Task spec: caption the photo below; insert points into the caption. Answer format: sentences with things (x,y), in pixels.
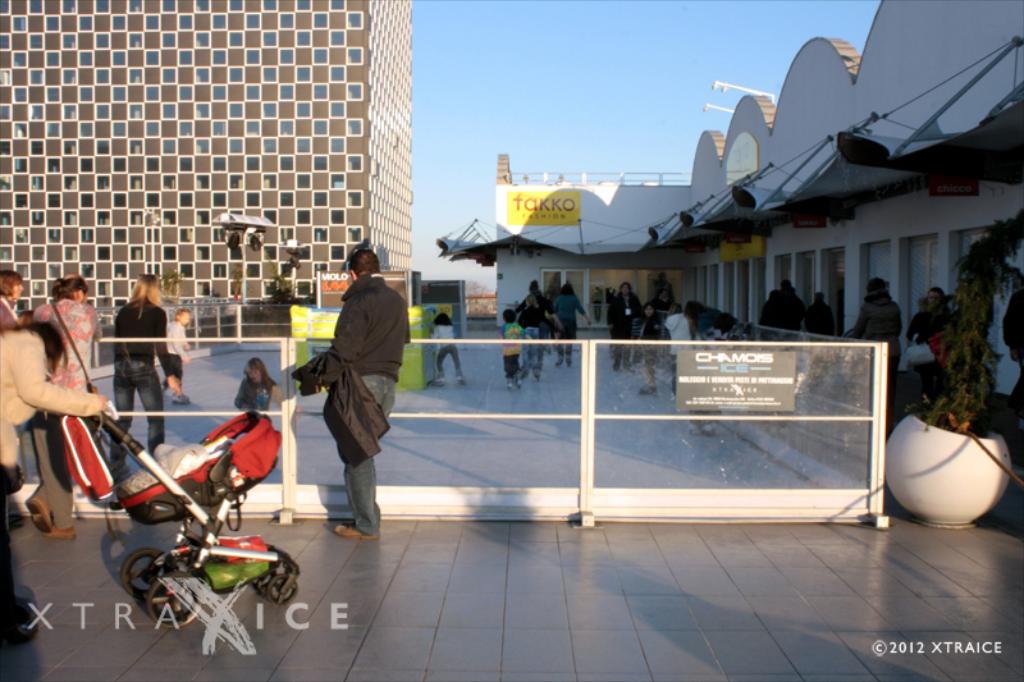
In this image there are some people (522,306) who are skating, and on the right side (925,371) and left side (22,367) there are some people (908,328) who are walking and some of them are standing. On the left side (22,397) there is one person (21,396) who is holding a stroller (208,528), and at the bottom (402,608) there is a floor (714,590) and in the center (414,448) there is one glass fence (419,399). In the background (463,239) there are some buildings (710,256), boards (535,204) and some glass windows (573,267).
